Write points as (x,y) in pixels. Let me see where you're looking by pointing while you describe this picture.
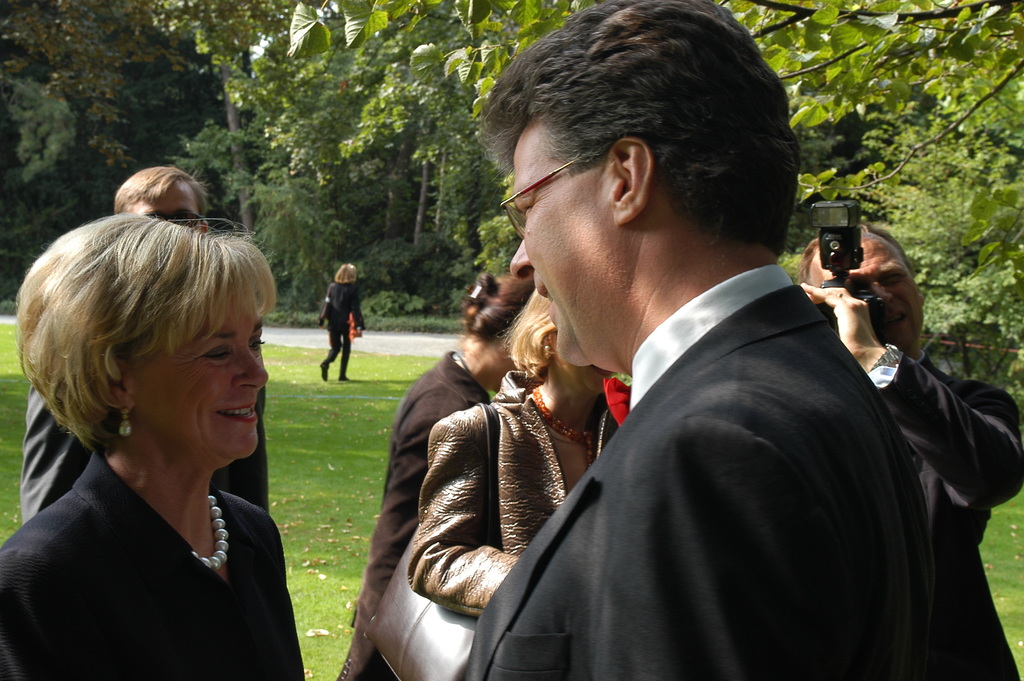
In this image in the front (250,270) there are persons (769,367) standing and smiling and on the right side (864,326) there is a man (902,386) standing and clicking a photo in the camera (871,301) which is black in colour. In the background (330,241) there is a person (341,320) walking and there are trees (330,179). There is grass (398,391) on the ground (359,393).
